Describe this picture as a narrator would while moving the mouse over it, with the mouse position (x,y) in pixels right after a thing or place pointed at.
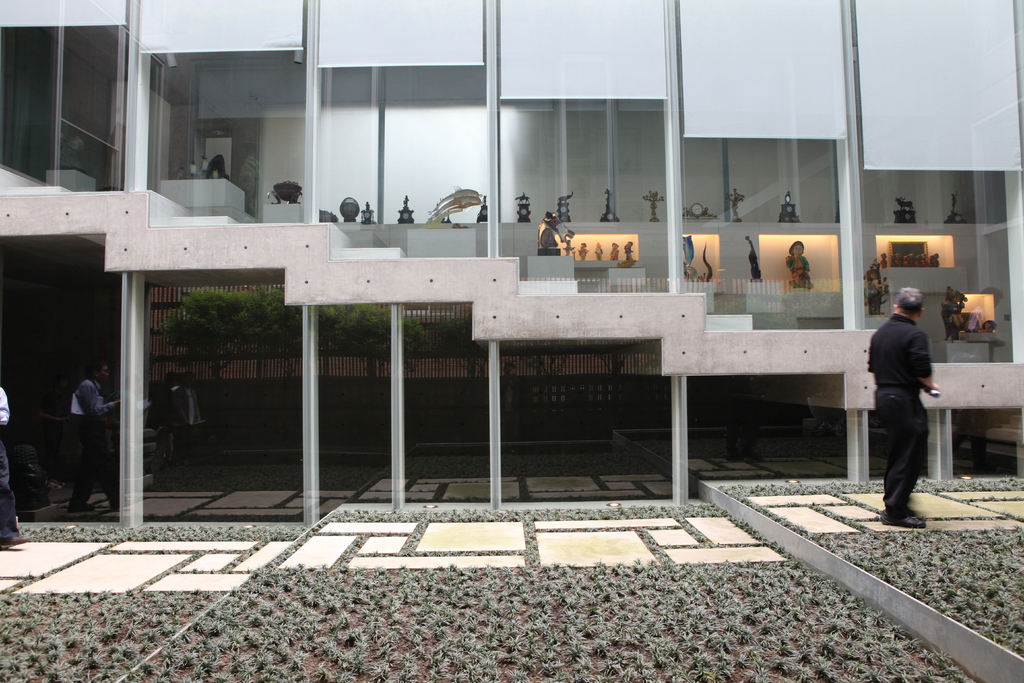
In this image I can see a person (912,337) standing on the right (913,425). He is wearing a black dress (917,366) and a cap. There are stairs (951,366) and a building (698,156) at the back (658,163) which has glass walls (666,112) and through the glasses (726,193) I can see sculptures (788,195).
